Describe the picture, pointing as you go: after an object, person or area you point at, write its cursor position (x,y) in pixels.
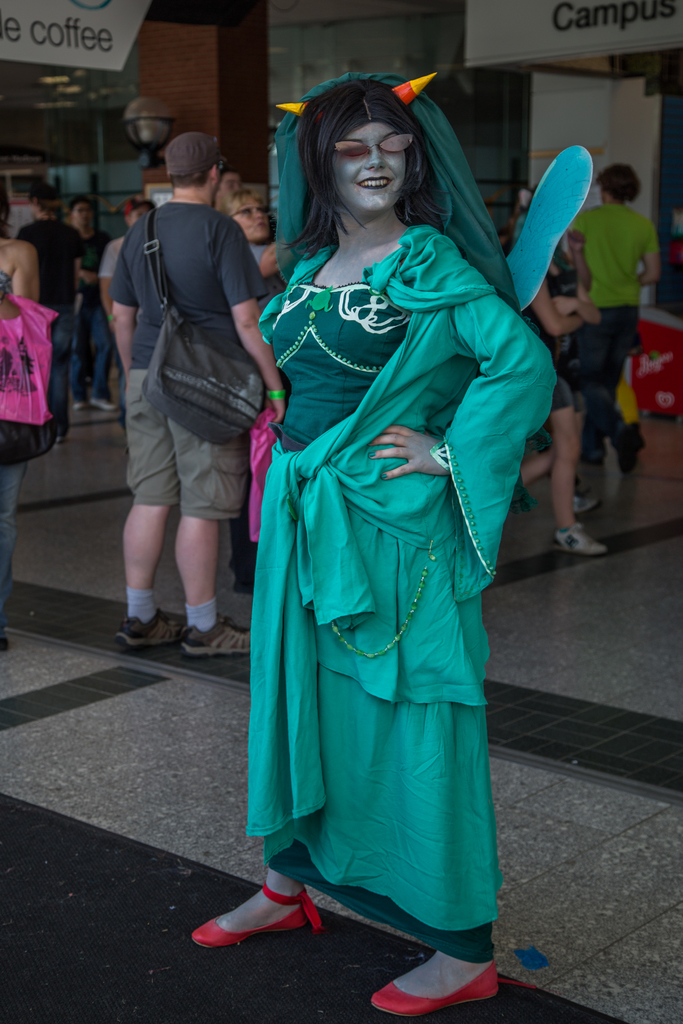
In this picture we can see a woman (401,396) standing in the front (401,396), she wore costumes (382,336), in the background (71,228) there are some people (82,228) standing, there is a light (138,145) in the middle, we can see boards (129,32) at the right top (590,32) and left top of the picture (61,9).
